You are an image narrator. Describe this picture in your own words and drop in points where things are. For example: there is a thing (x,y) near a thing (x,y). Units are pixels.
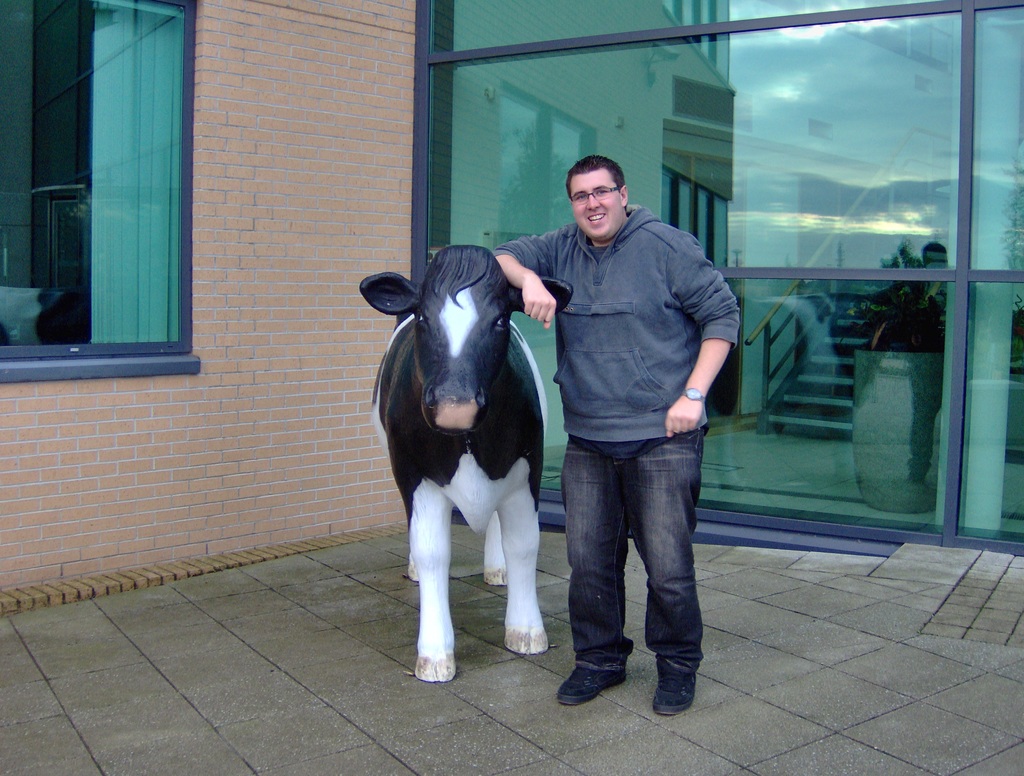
In this image we can see a boy (588,608) standing on the floor (770,567) with a smile and placed his hand (542,319) on the statue (447,364) of the cow (484,404). Back of him there is a building (426,143) with mirrors (765,142). In the mirror (790,157) we can see there is a pot (904,355) of plant (914,335) and stairs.
